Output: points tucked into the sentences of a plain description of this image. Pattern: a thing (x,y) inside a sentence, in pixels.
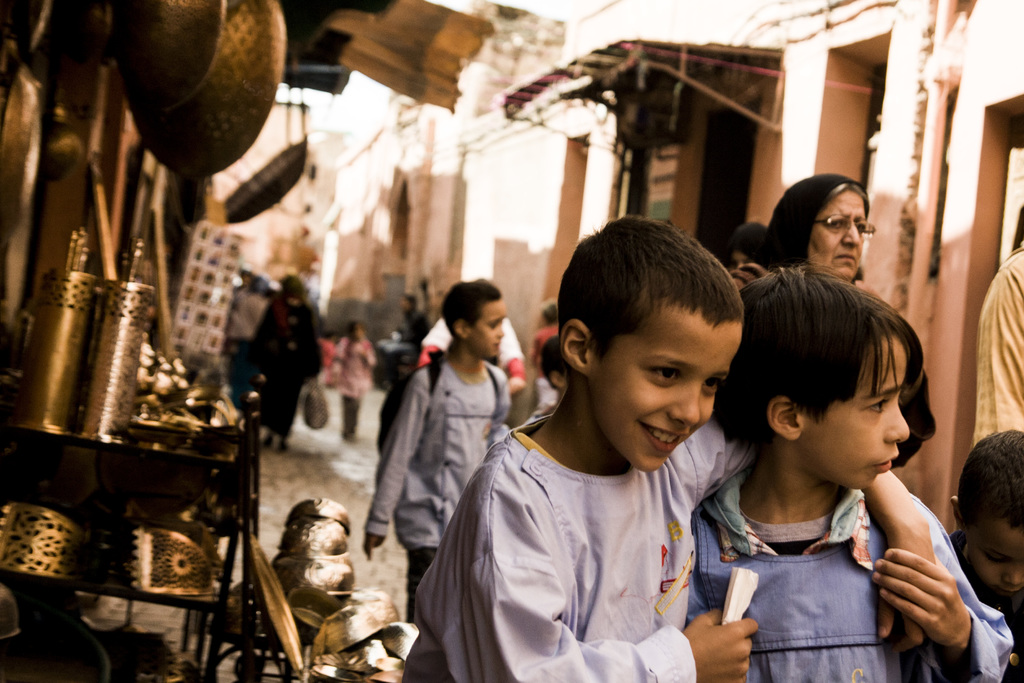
In this image we can see people (451,430) walking on the road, cutlery (167,575) and crockery (167,529) placed in a stand (175,597), buildings (315,167) and sky (354,101).
